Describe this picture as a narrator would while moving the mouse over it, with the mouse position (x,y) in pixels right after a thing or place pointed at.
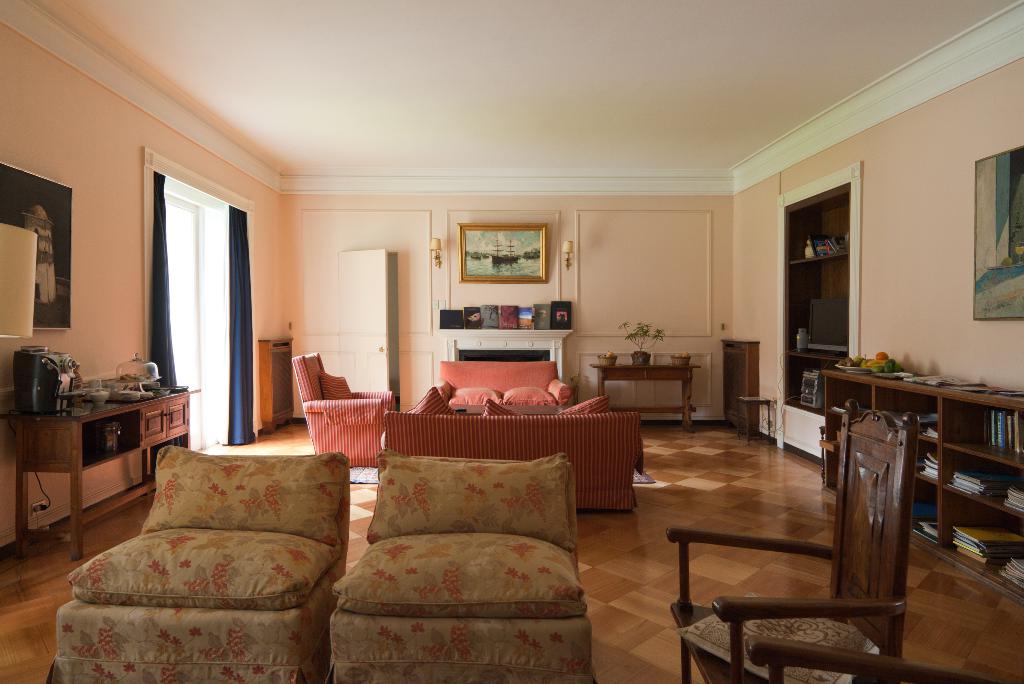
there is a living room (629,273) in that there are sofa (494,443) chairs (705,608) cupboards (962,427) photo frames (977,270).
